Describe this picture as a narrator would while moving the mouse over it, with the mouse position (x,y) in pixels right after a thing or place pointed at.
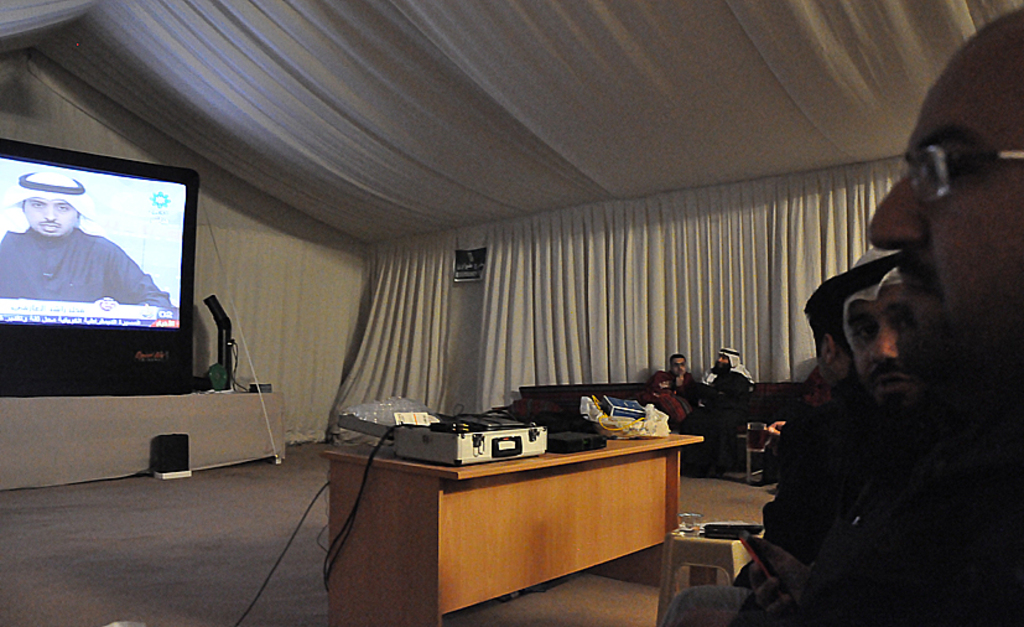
In this picture I can see a television (163,299) and few people (785,428) are sitting and I can see few items (470,444) on the table (382,466) and it looks like a tent (465,95) and a speaker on the floor (195,500).
